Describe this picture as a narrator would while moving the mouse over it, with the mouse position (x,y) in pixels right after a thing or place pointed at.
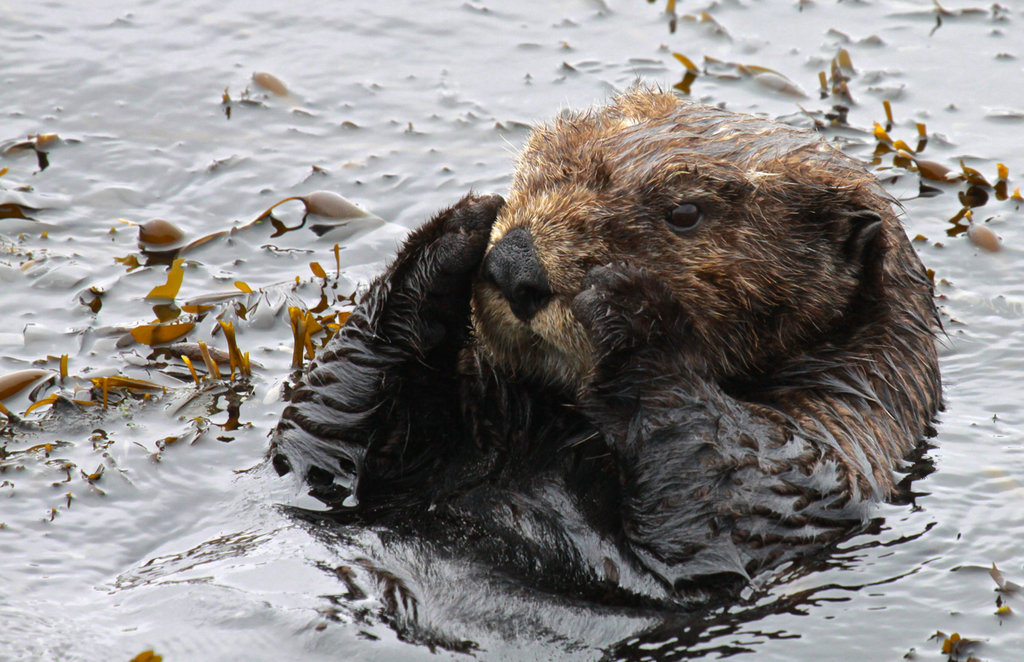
In this image I can see a sea otter (607,308) in the water (248,144).
